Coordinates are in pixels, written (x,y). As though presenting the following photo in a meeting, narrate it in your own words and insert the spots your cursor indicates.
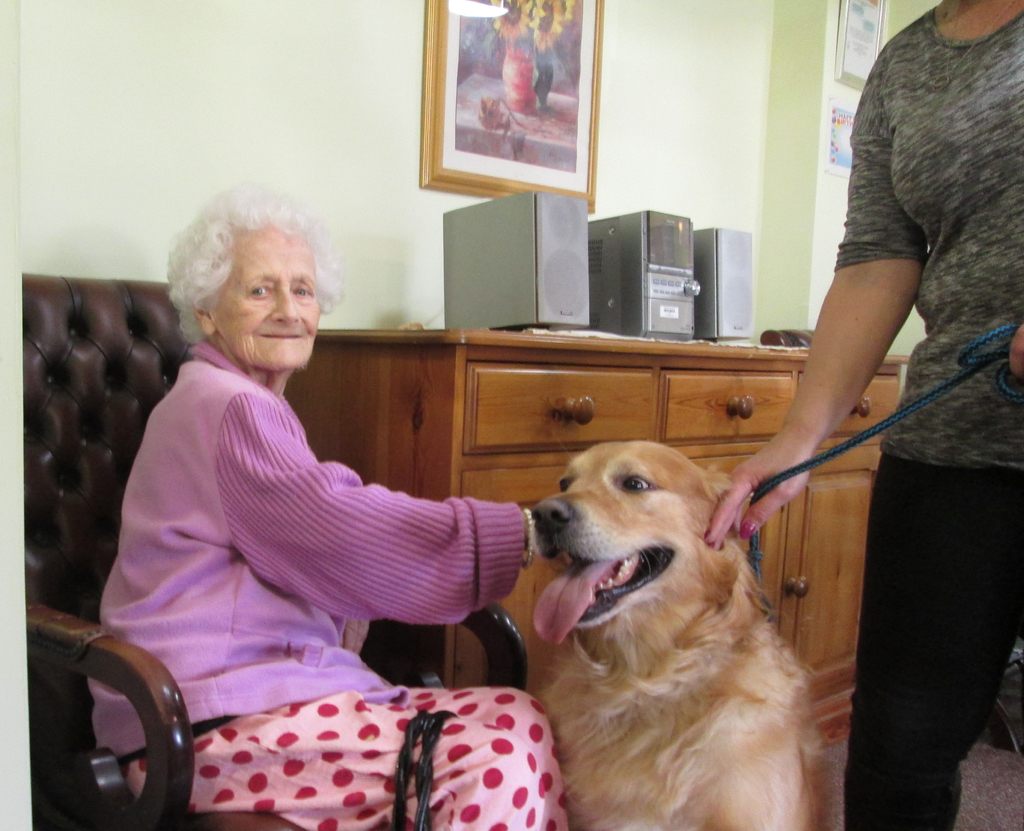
In this there is a woman (140,508) sitting in the chair (65,538) and holding the dog (641,455). To the right side (831,409) there is another person (954,350) who is holding the belt (773,488) which is tied to the dog (668,647). At the background (606,310) there is music system (559,272), photo frame (517,99), wall (289,35) and the cupboard (486,374).
